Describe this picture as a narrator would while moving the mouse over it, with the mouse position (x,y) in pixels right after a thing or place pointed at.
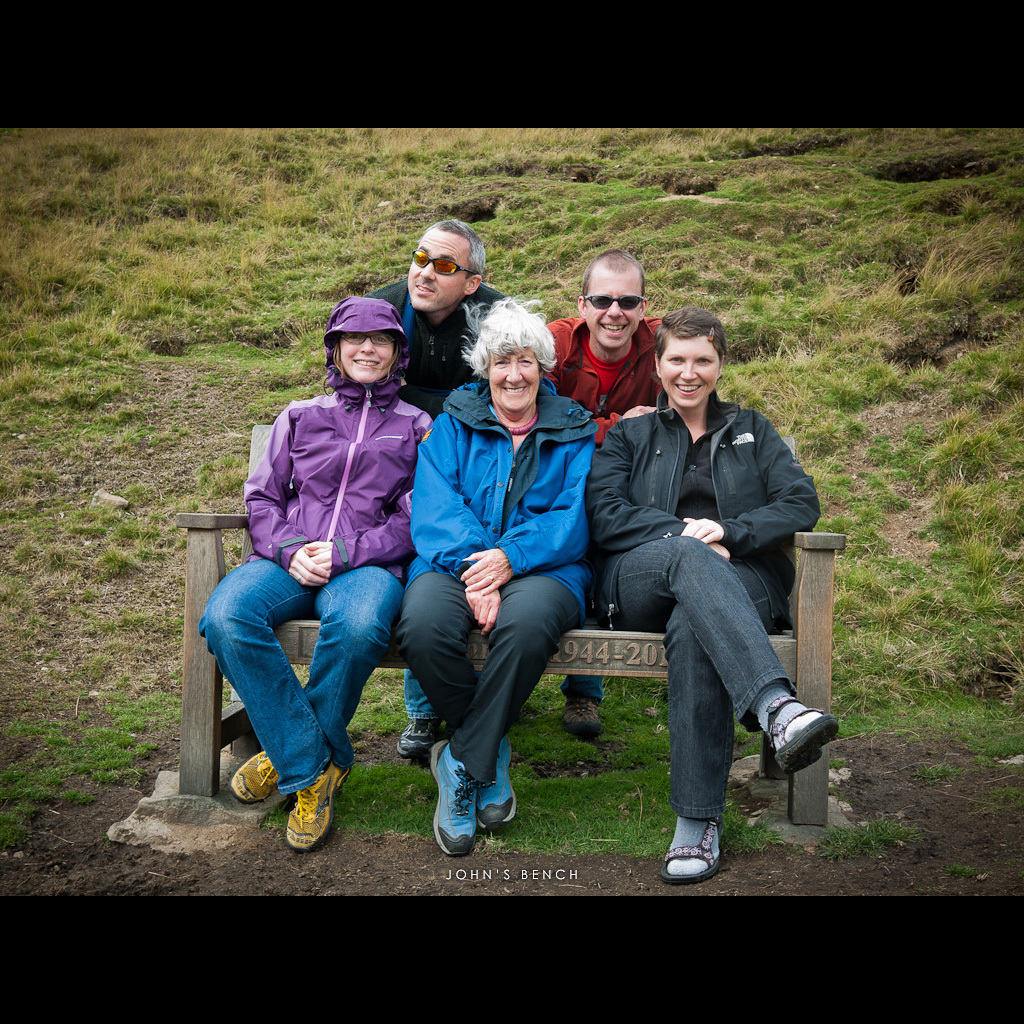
In this image I can see five persons (463,467) and I can see three of them are sitting on a bench (237,517). I can see all of them are wearing jacket (555,558) and two of them are wearing shade (415,255). I can also see grass (898,684) and here on this bench (595,662) I can see something is written.
